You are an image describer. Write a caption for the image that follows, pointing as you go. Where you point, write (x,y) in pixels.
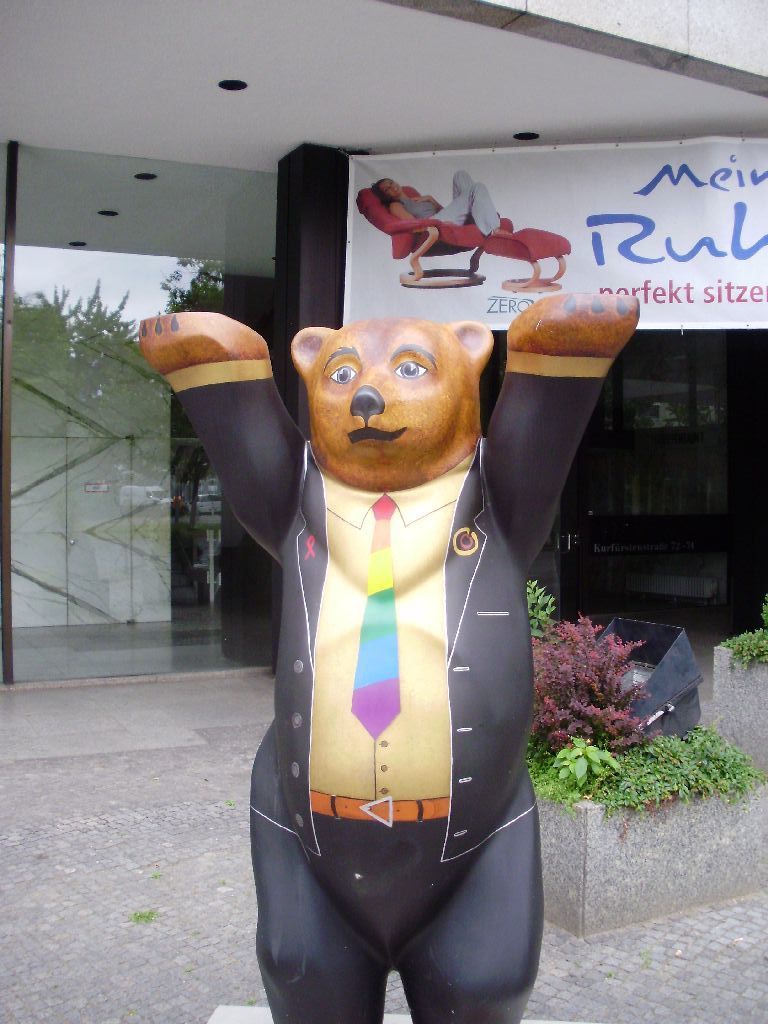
This image is taken outdoors. At the bottom of the image (244,899) there is a floor (711,907). In the middle of the image (461,468) there is a toy (392,544). In the background (731,360) there is a building (196,216) with a glass door (117,188) and walls (613,11) and there is a board (595,201) with a text (593,237) on it. On the right side of the image (557,714) there are a few plants (641,733).
